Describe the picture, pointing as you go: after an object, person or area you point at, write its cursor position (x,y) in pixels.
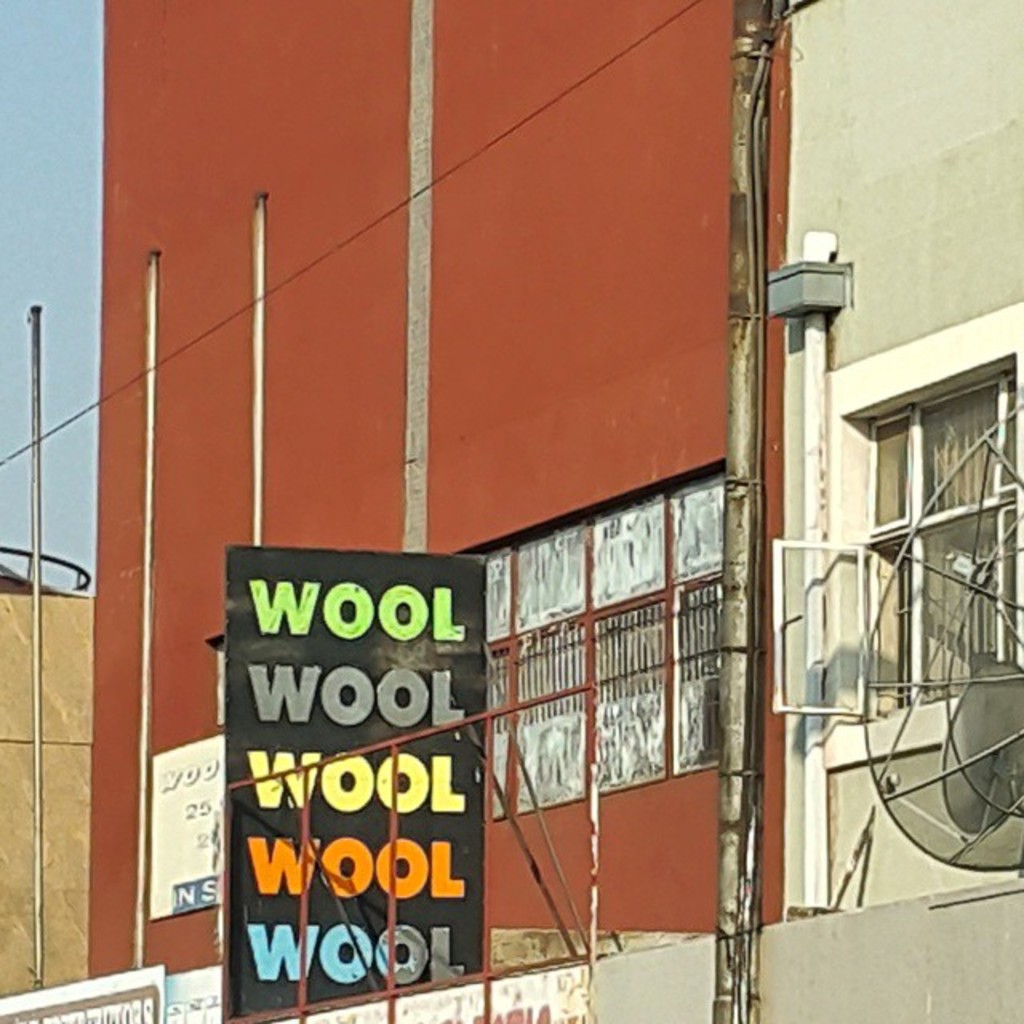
In this image we can see buildings (355,520). On the buildings (306,531) we can see a banner (241,795) with text (280,785). There are pipes (733,788) on the building (717,735). On the right side (994,639), we can see an object (961,690). In the top left (23,172), we can see the sky (36,231).
